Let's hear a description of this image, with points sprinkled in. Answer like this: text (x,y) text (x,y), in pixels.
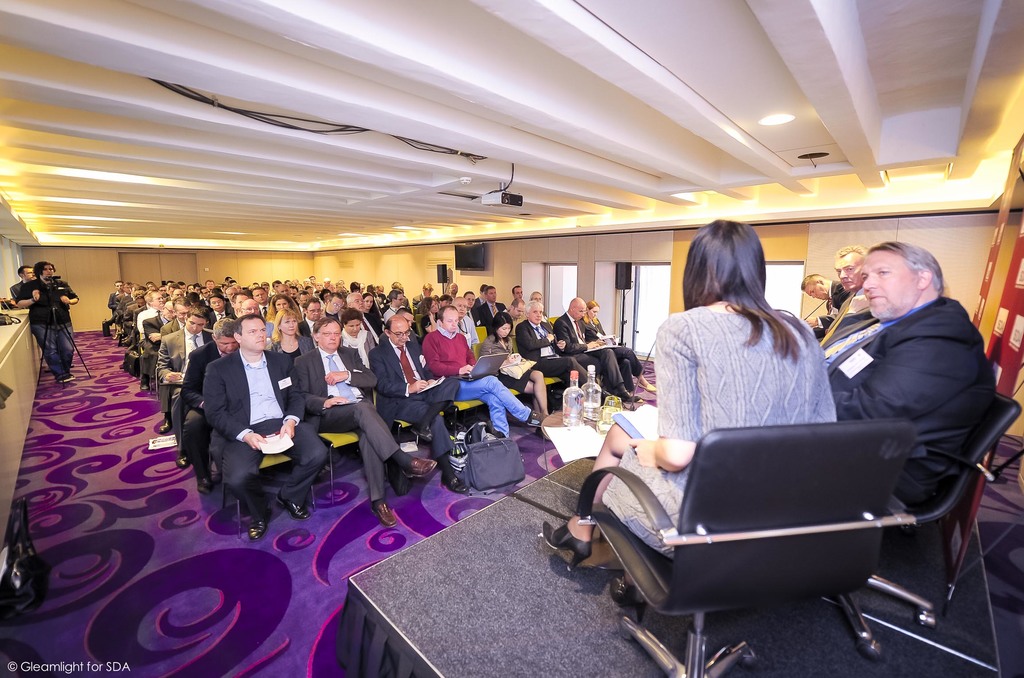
There are group of people (391,319) in the image. On the left side (61,306) we can see a man (65,318) who is holding camera (58,286). On the right side (749,355) we can see a television (472,258), a projector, few people (703,290) are sitting on chairs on stage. There is a woman (762,355) who is holding book (648,419), in middle (500,410) a person (512,395) who is sitting holding his laptop (490,373) there is a bag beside that man (499,425). There is a table (554,427) in the middle (584,420) on table (561,420) we can see glass bottle (573,411), papers (577,439).
